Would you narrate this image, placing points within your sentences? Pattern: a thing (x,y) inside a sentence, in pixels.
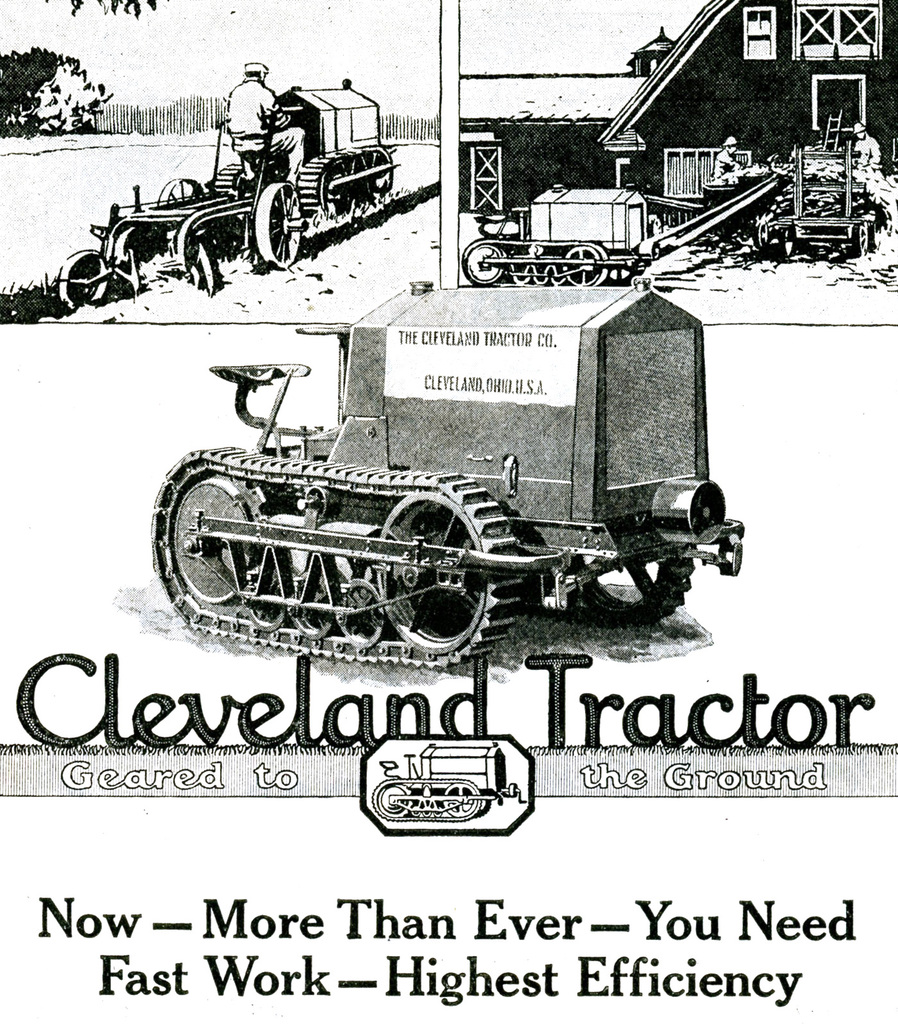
In this image we can see a poster (454,499). There are few vehicles (332,111) and people (288,127) in the image. There is some text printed on the poster (208,109). There is a fence (204,113) at the top left most of the image (213,113). There is a shed (741,75) at the top right most of the image (715,99).
